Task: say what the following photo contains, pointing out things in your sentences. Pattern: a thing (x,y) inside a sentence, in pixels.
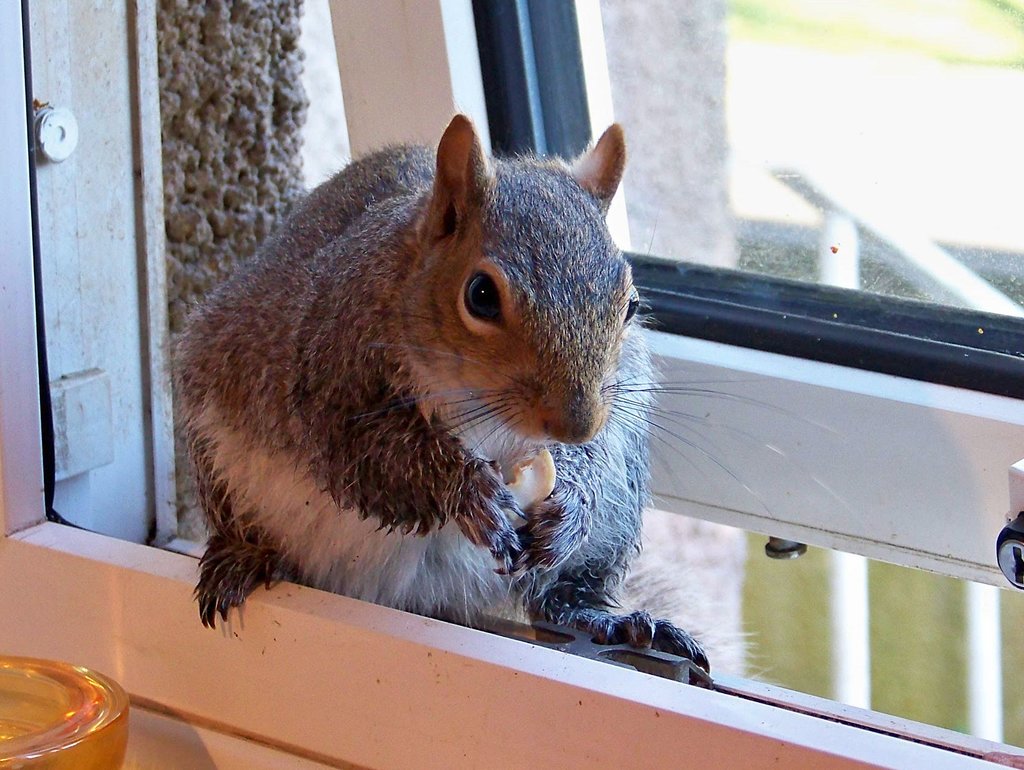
In this picture there is a squirrel (460,353) in the center of the image (673,381) and there is a window (728,259) behind it and there is a dish (24,709) in the bottom left side of the image (68,711).
